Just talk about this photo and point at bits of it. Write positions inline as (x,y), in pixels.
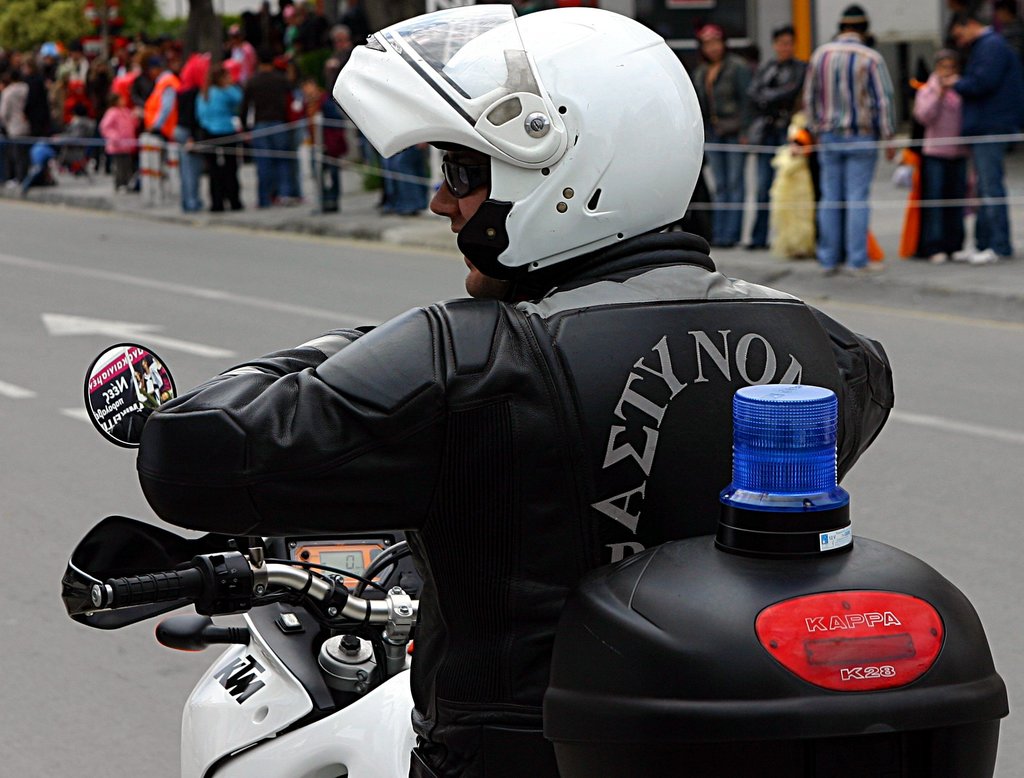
In this image I can see a person (427,482) is riding the bike (363,685) on the road (149,687). the person (451,394) is wearing a black color jacket (565,321) and white color helmet (582,189) on his head (574,174). In the background (182,63) I can see few people (258,54) are standing.
